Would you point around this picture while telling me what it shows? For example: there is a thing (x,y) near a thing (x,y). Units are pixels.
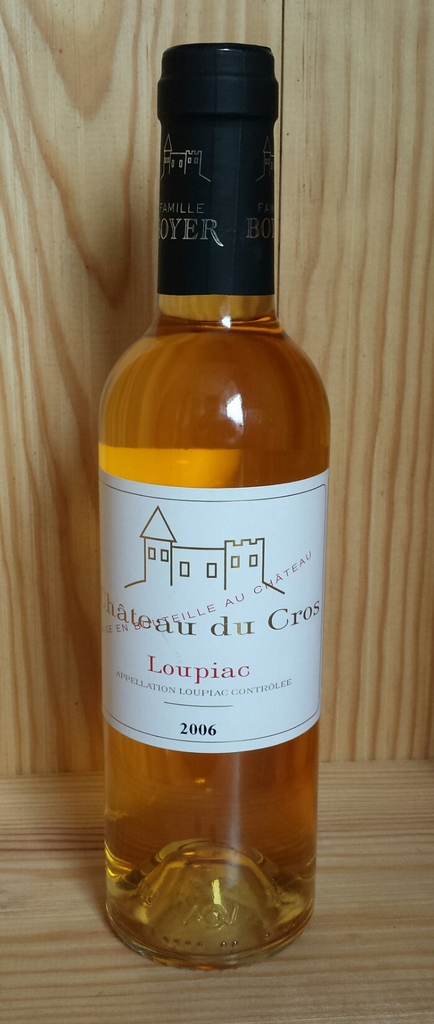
In this picture there is a bottle (142,470) which has black label (192,210) on the top (176,185) and white label (170,668) in the middle of the bottle (210,507). On white label (163,678), There is an image (209,558) of a house (209,558). There is a brown color liquid (122,447) in the bottle (177,788). There is a wooden wall (114,77) in the background (135,62).
